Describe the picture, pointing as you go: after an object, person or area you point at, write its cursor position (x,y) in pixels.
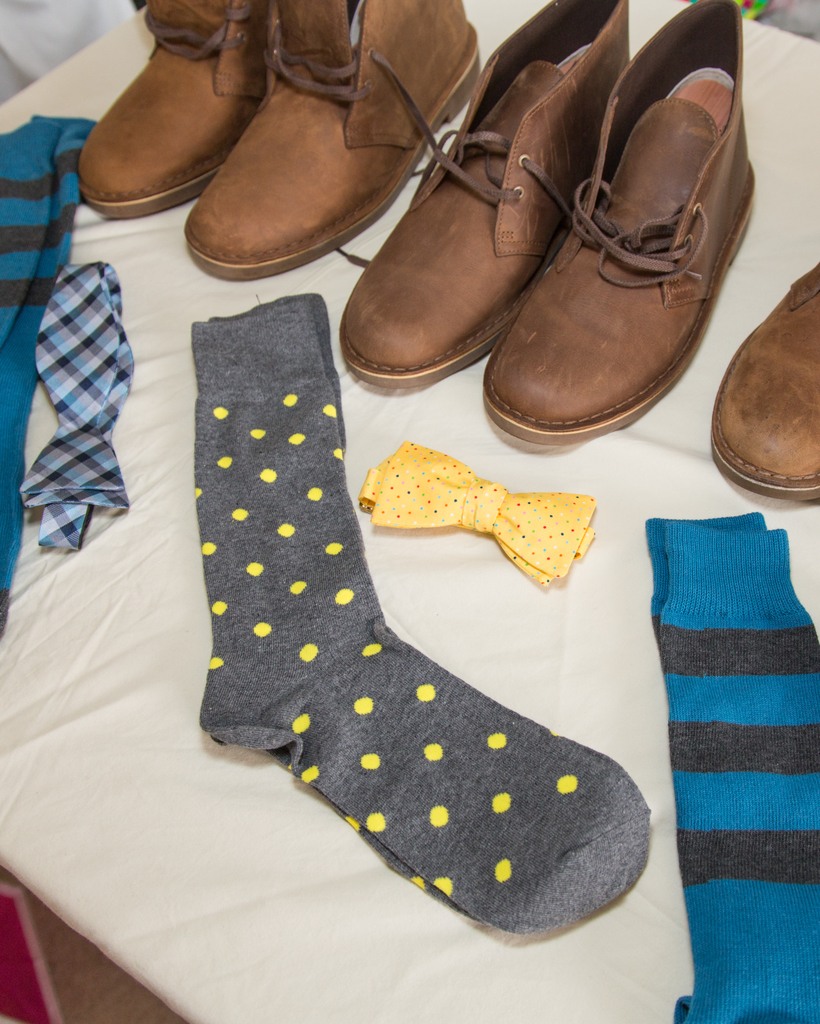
In this picture we can see a bow tie (472,485), socks (701,789), shoes (795,441) and these all are placed on a white cloth (192,407).
